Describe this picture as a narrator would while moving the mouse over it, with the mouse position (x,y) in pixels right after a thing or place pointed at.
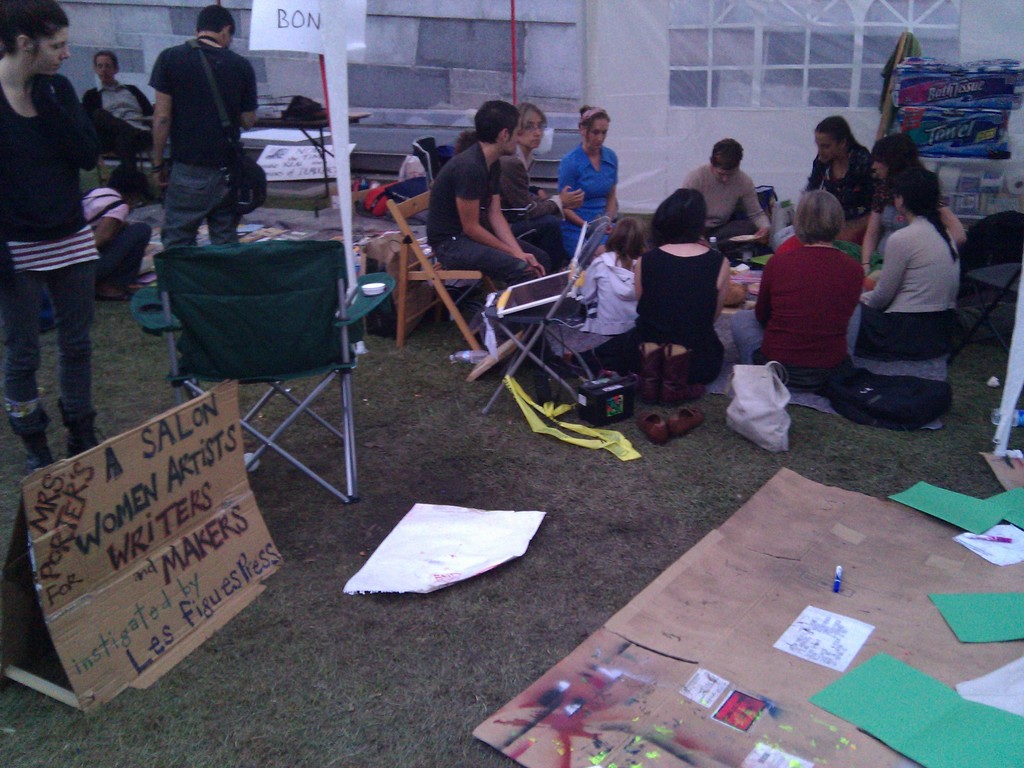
There is a group of people (551,251). Some people (443,192) are sitting and Some people (223,161) are standing. One girl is like a squat position. The black shirt person (209,119) is wearing a bag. There is a chair (225,298). There is a name poster (162,528). The name poster caption (141,515) is like salon written artist. There is a wooden board (803,695). There is a pen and some color paper (872,660) on the board (853,617).
